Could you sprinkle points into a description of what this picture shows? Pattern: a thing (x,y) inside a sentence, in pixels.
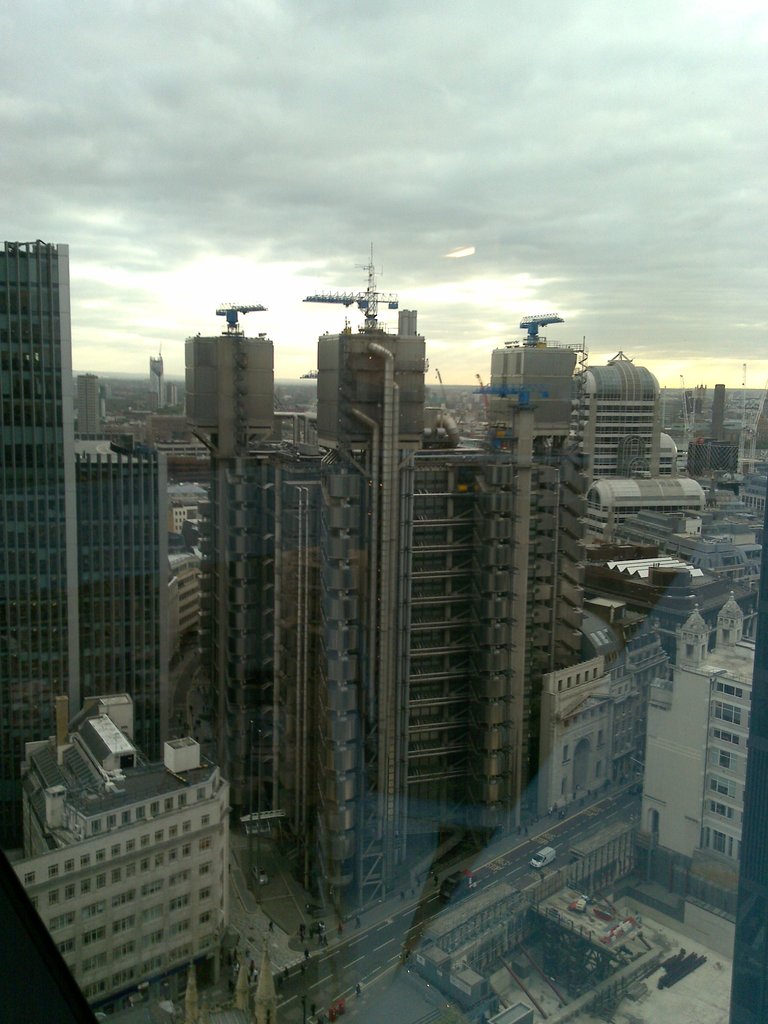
Here in this picture we can see number of buildings (324,551) present on the ground (398,912) over there and we can see vehicles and people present on the road (335,947) over there and we can see the sky (383,317) is fully covered with clouds (239,243) over there.
